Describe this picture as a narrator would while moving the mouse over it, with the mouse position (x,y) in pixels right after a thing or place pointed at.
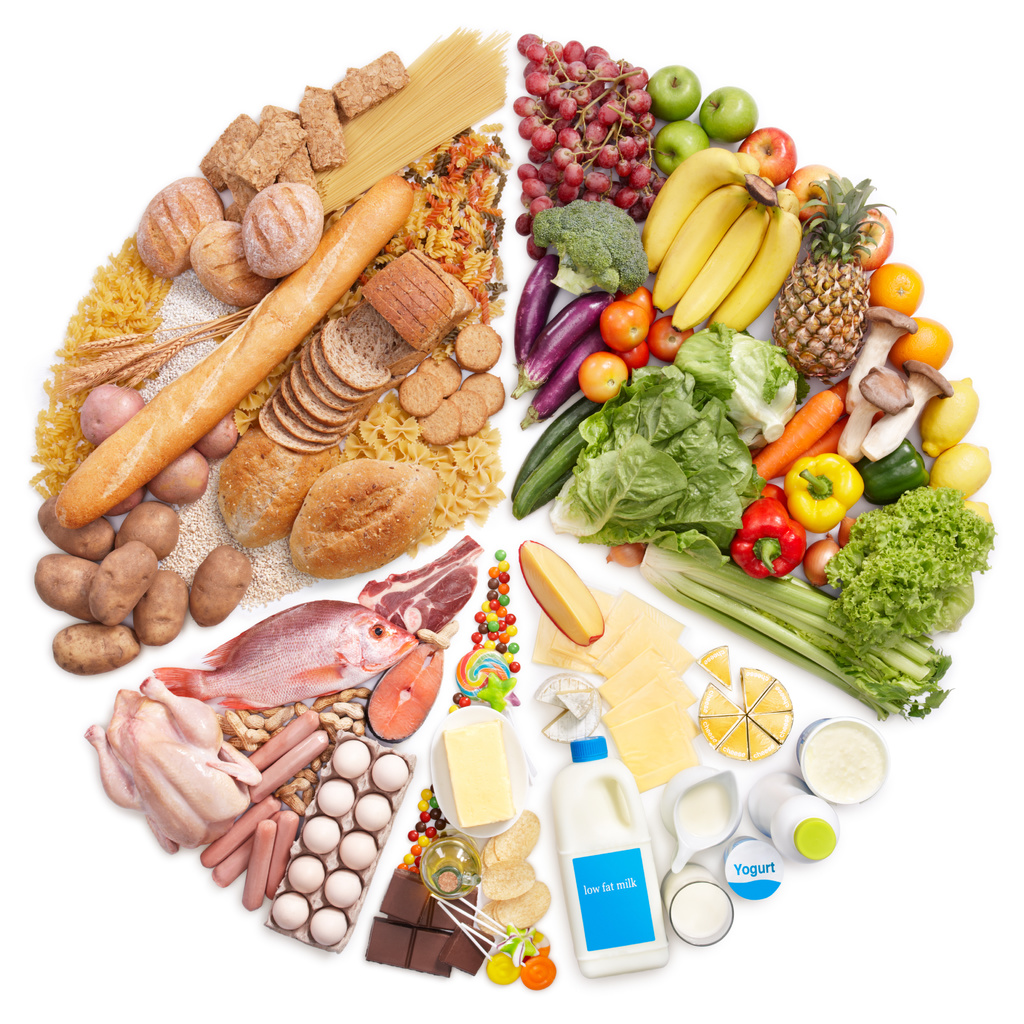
In this picture there are diet food (630,258), which includes vegetable (844,608), fruits (763,304), milk products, and other items (395,293).
